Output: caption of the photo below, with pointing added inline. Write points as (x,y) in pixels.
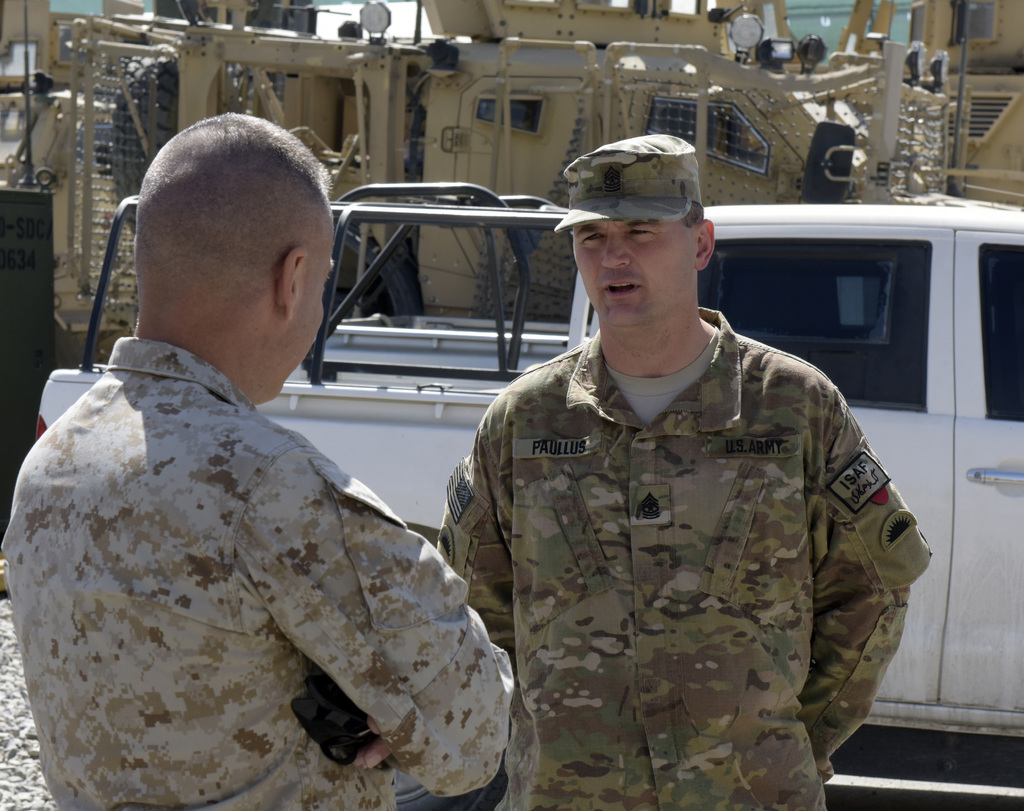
Here I can see two men (374,559) wearing uniform (287,536), standing and looking at each other. The man (635,434) who is on the right side (751,707) is speaking. At the back of these men (638,553) there is a vehicle (859,405). In the background (724,164) there is a machine (601,67) which is in yellow color. In the bottom left-hand corner (12,740) there are stones (12,737).
